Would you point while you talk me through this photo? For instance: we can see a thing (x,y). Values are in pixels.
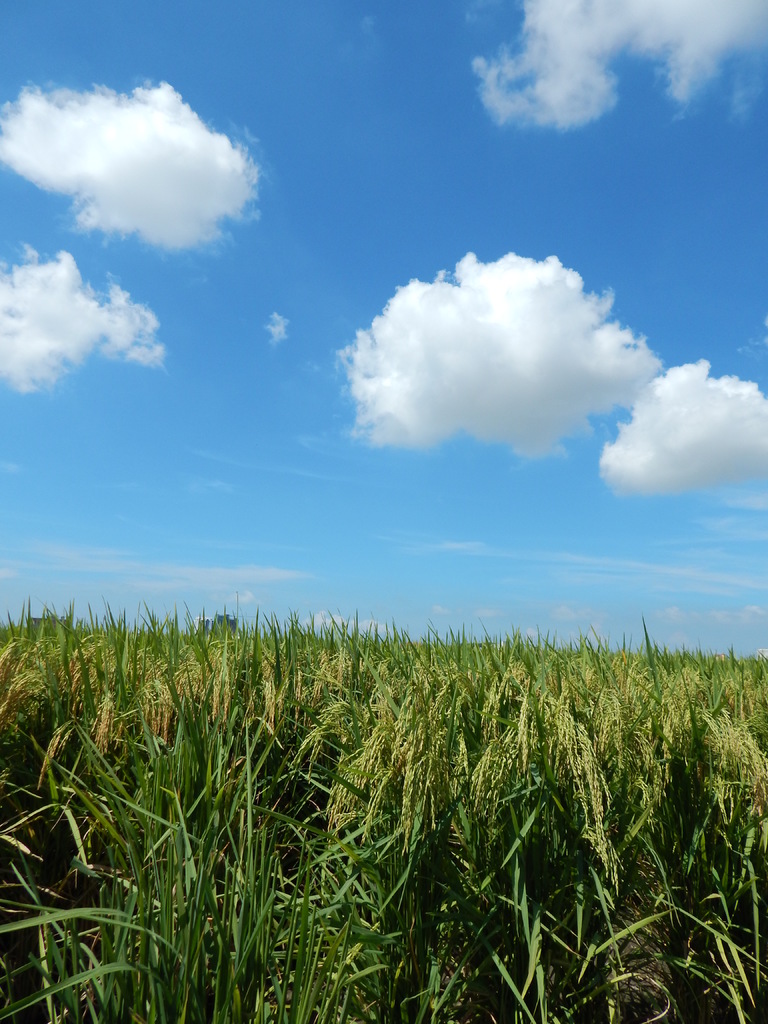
At the bottom of the image (290,684) there is grass (360,711). At the top of the image (467,128) there is sky (533,240) and clouds (411,351).
